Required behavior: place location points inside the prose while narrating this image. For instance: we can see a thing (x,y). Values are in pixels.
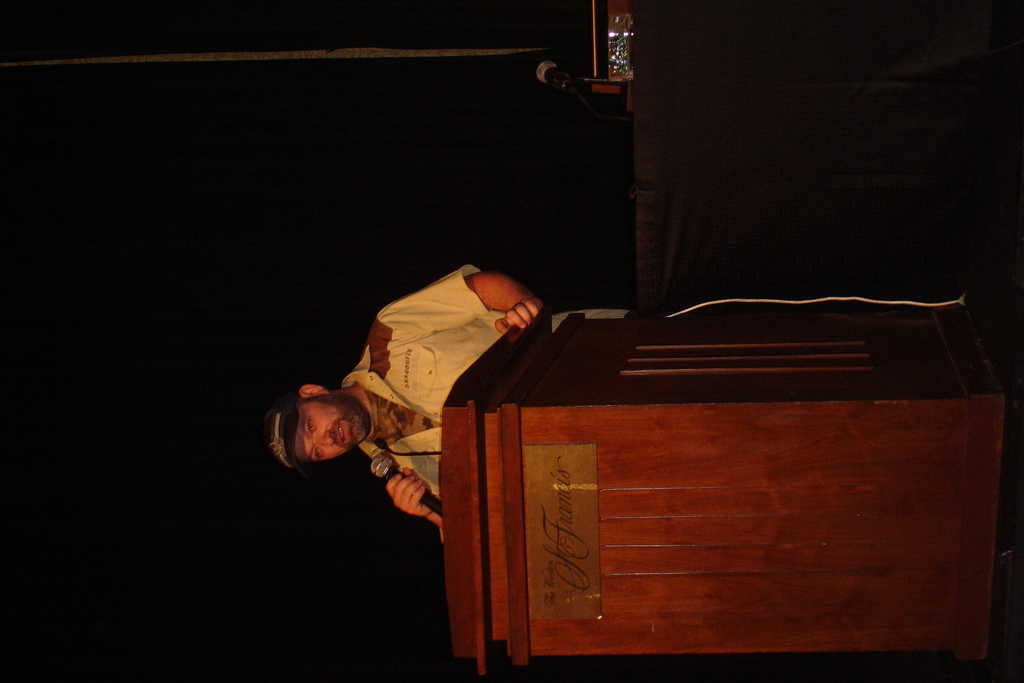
In the foreground of this image (468,346), there is a man (413,368) standing in front of a podium (533,527) and holding a mic (400,473). In the background (612,35), there is another mic (584,79) and object (619,48) in the dark.
